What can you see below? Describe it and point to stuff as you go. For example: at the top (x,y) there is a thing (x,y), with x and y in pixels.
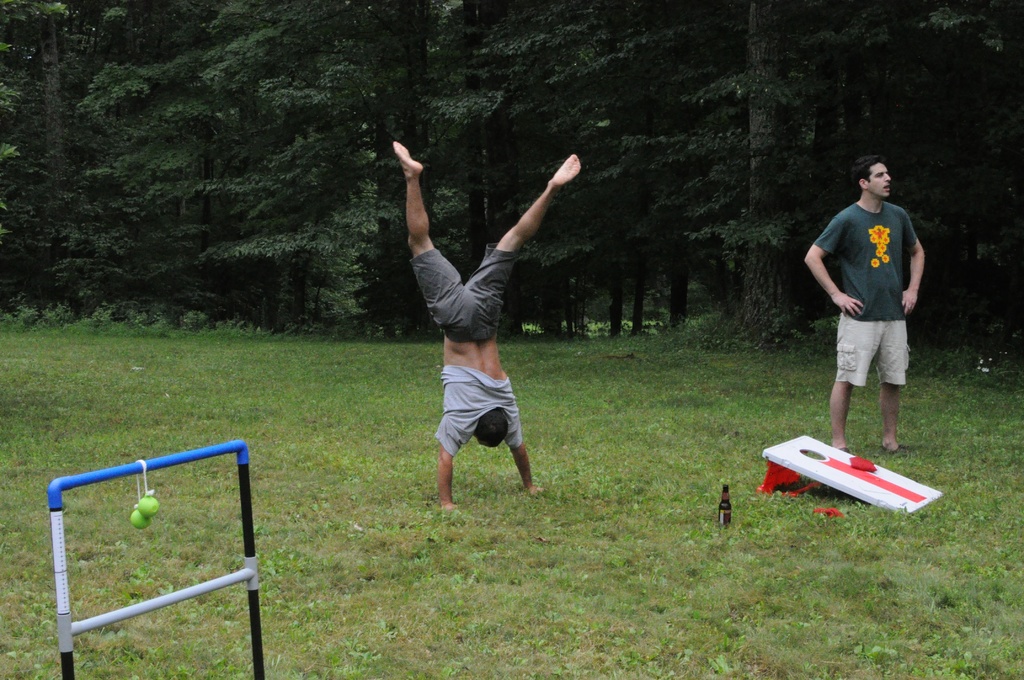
There are two people (513,262), we can see bottle (723,515) and objects (822,470) on the grass (514,585). In the background (415,116) we can see trees (692,209). In the bottom left side of the image (135,465) we can see green object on pole (116,477) and we can see poles (122,466).
